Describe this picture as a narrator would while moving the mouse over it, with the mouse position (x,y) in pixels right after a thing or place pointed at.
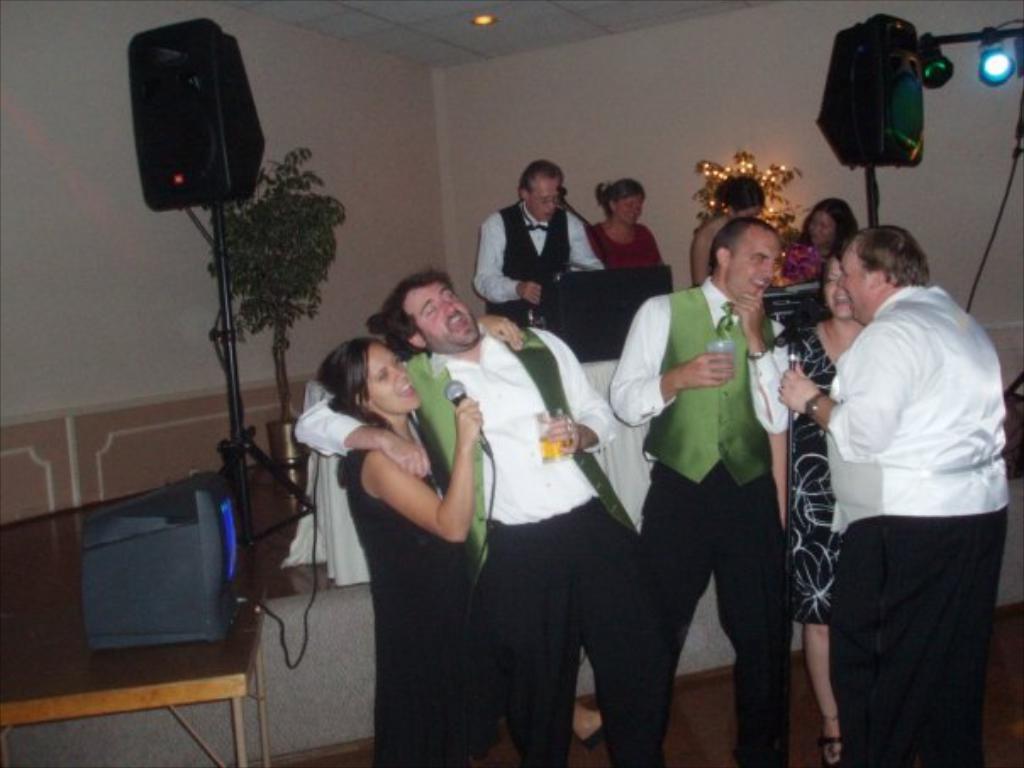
In this image we can see people (703,489) singing and standing on the floor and holding the drinks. We can also see the flower pots (301,268). There is also a plant (761,182) with lights (776,209). Image also consists of sound boxes (851,117) and also a television (194,570) on the table (217,693). In the background (441,174) there is a plain wall (482,89). At the top (457,44) there is ceiling (524,13) with the ceiling light (485,24).
